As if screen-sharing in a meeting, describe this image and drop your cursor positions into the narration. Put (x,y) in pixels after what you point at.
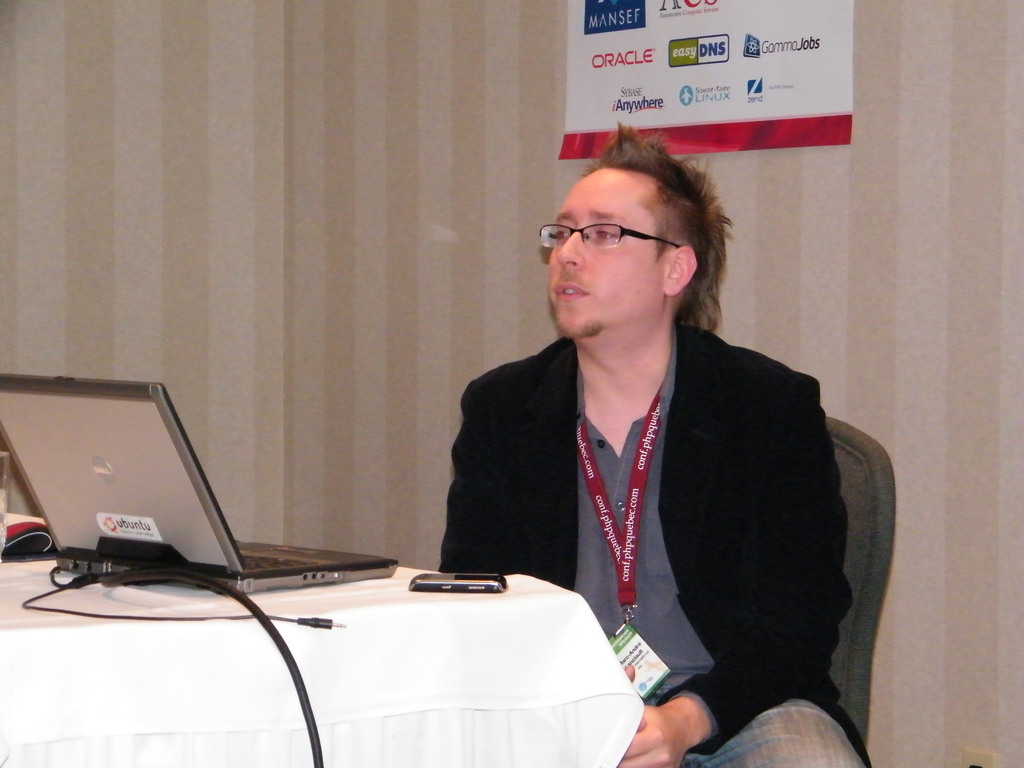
In this image we can see a person (718,537) wearing black color suit (718,537), also wearing ID card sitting on a chair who is wearing spectacles (607,232), in front of him there is table (93,684) on which there is laptop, mobile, mouse (19,543) and in the background of the image (288,480) there is brown color sheet (545,107) and a poster (638,78) is attached to it.
